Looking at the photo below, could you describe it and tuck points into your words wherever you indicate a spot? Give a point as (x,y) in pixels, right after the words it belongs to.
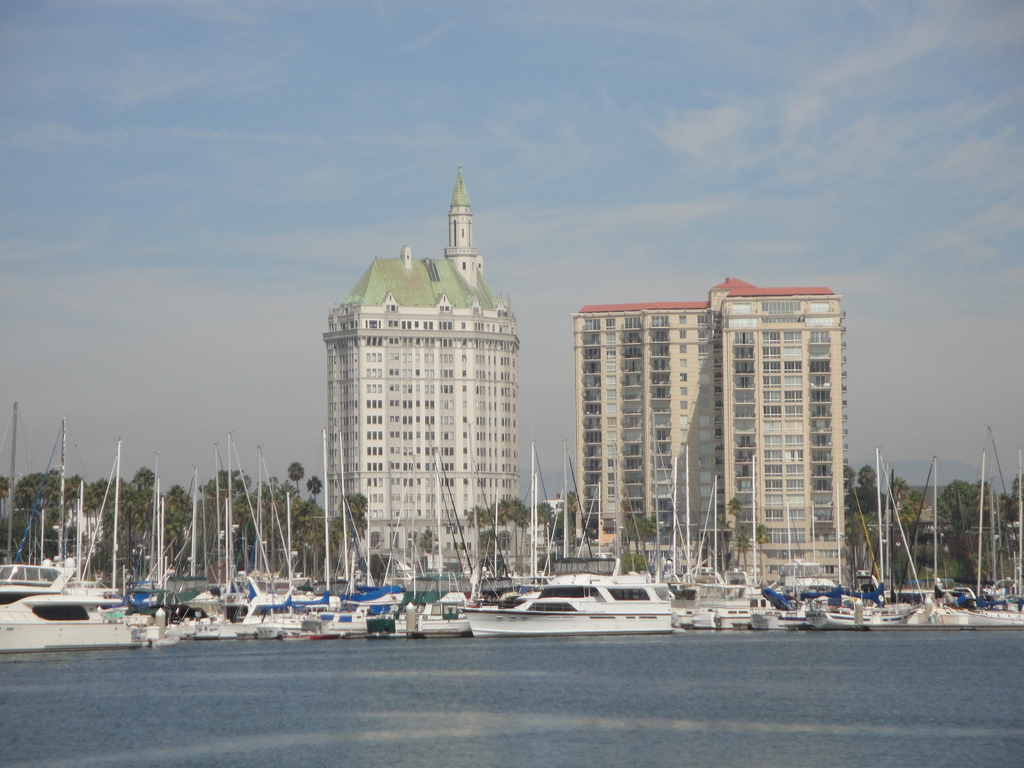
In this image I can see few ships (538,612) which are white in color on the surface (435,698) of the water (490,698). In the background (135,540) I can see few trees (233,536), few buildings (415,481) and the sky (635,188).
